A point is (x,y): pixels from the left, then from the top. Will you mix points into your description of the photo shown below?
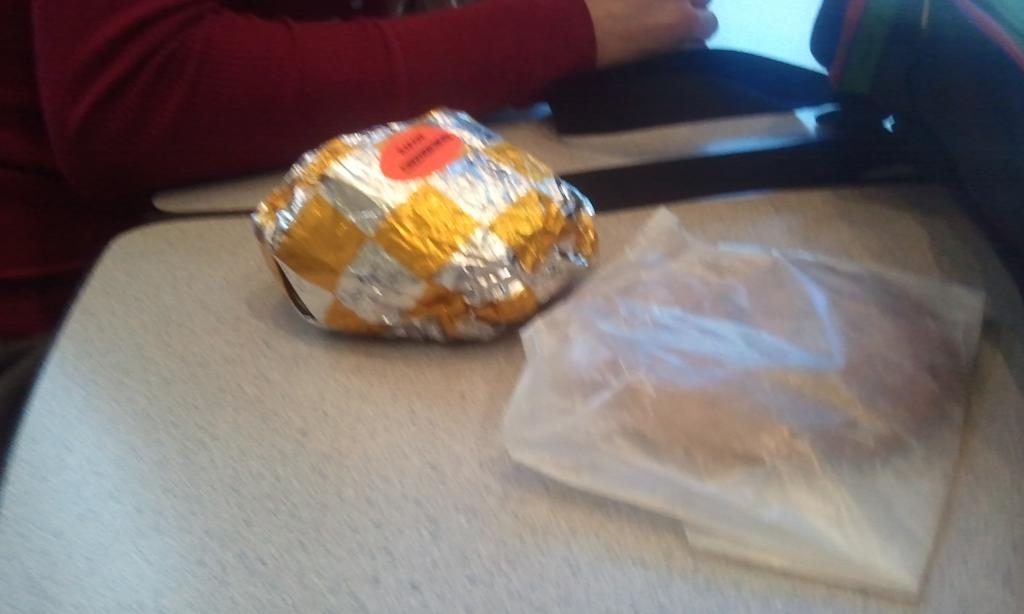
In this image, we can see some tables (392,432). We can see some objects (580,322) covered with covers (684,360). We can see the hand (609,38) of a person (609,38) and an object (965,111) on the right (1010,191). We can also see an object (966,108) at the top right corner (893,113).
